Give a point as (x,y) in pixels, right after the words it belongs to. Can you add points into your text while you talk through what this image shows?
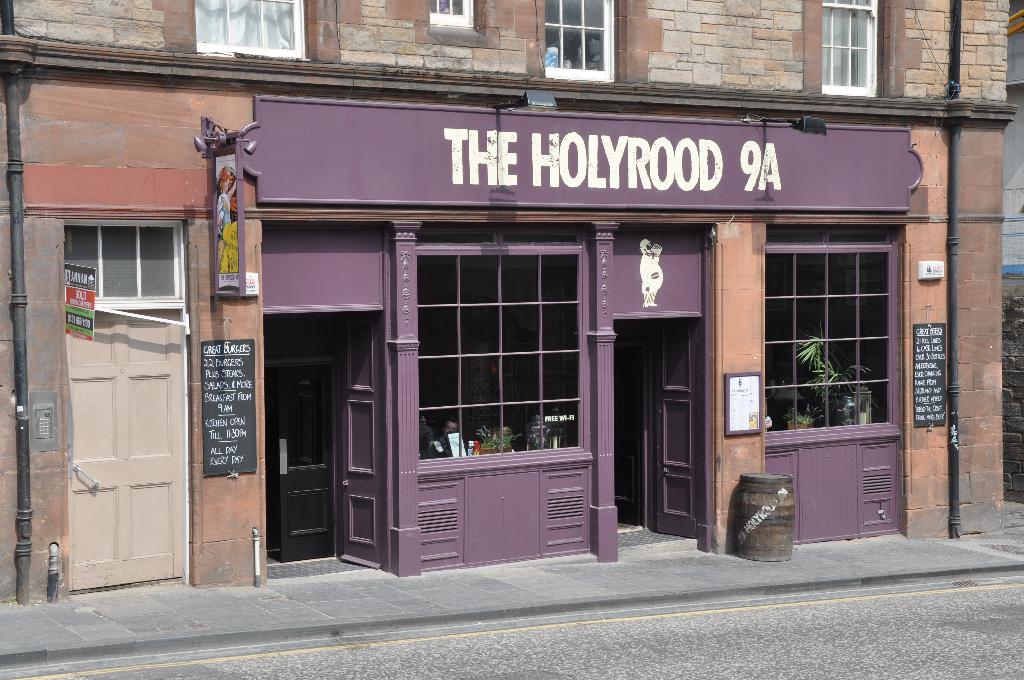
In this image we can see there is a building (174,409) with doors (350,431) and windows (790,388), from the window (778,407) we can see there are some objects (842,389) placed inside the window (801,394), in-front of the door (686,478) there is a drum (782,514) and sign board (206,366).
